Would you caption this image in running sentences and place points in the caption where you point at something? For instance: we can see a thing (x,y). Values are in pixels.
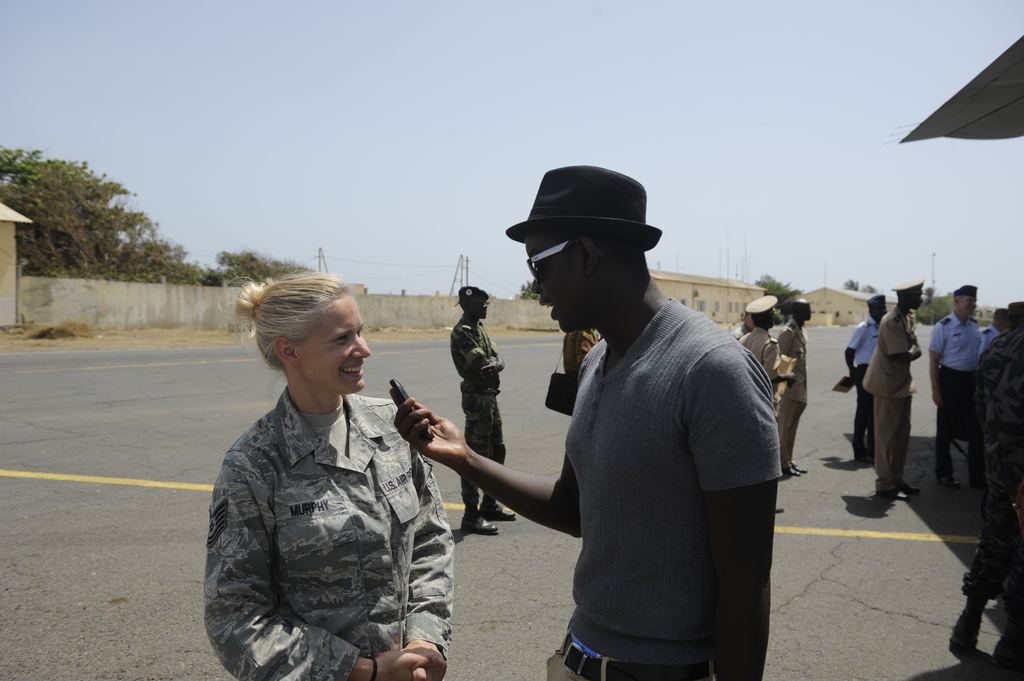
In this image I see people (307,608) in which most of them are wearing uniforms (395,454) and I see that this man (667,636) is holding a thing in his hand (414,416) and I see that he is wearing shades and a hat (578,204) on his head (626,257). In the background (58,371) I see the road (62,354), wall (500,304), houses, poles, trees (79,232) and the sky (812,197).
